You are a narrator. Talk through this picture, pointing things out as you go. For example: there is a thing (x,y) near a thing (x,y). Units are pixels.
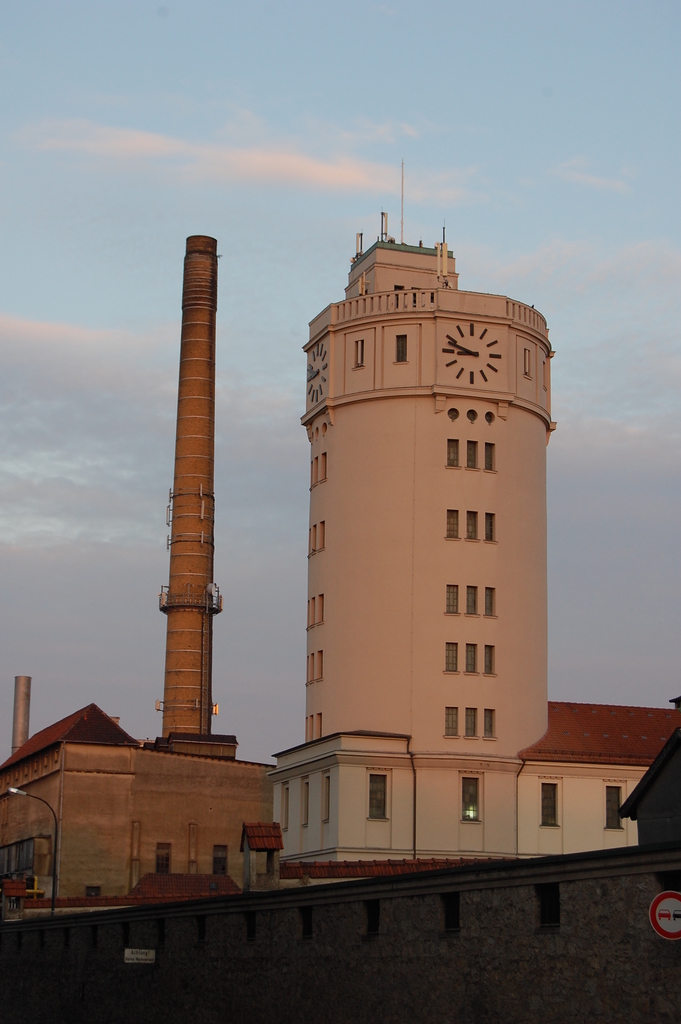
In this image there are buildings (132,874) and lamp posts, in front of the image there is a sign board (660,920) on the wall (466,903).
